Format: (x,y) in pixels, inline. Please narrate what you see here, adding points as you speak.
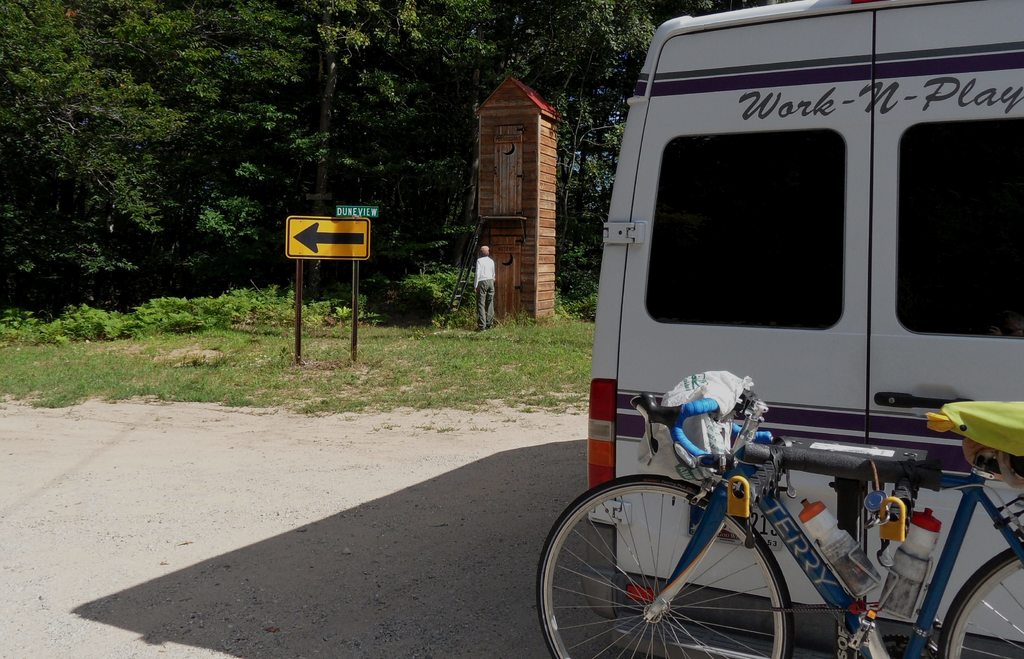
In this image we can see a vehicle (822,315) with a bicycle (914,497) parked on the road (523,583). In the background (330,240) there is a direction board (318,243), a small wooden house (516,190) with a ladder (467,280) and also trees (302,114). We can also see a person (489,283) standing on the grass (478,335).
